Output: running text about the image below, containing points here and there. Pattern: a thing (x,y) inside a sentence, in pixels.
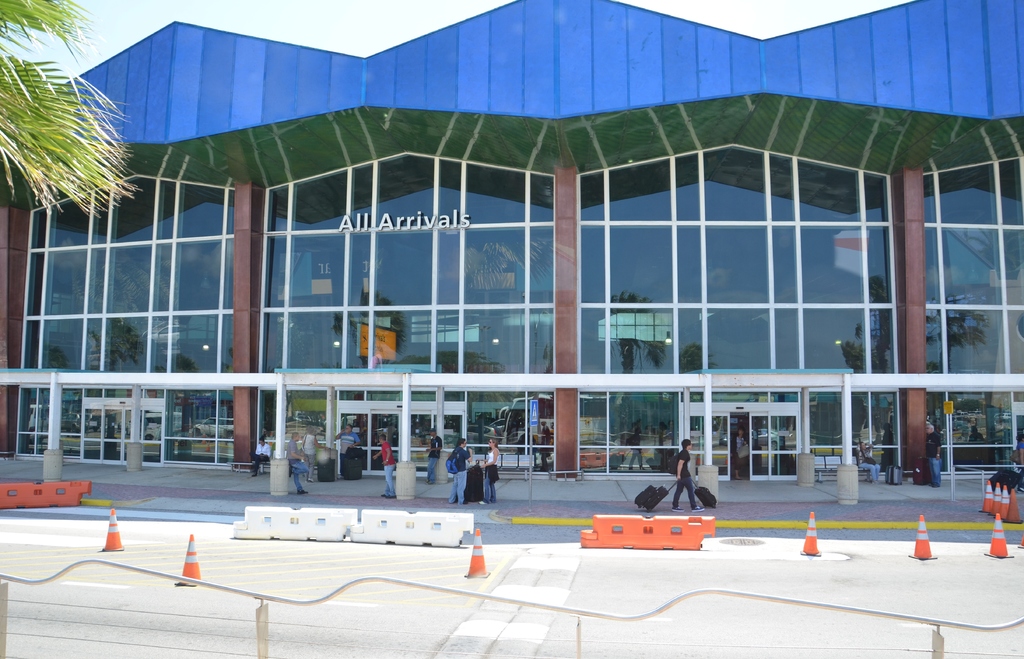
This picture is taken from the outside of the glass building (564,336). In this image, in the middle (357,435), we can see a group of people (676,508) standing and holding their luggage bags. In the left corner (79,46), we can also see a tree (13,159). At the top (389,38), we can see a sky (287,35), at the bottom (557,543), we can see a road (727,552).
